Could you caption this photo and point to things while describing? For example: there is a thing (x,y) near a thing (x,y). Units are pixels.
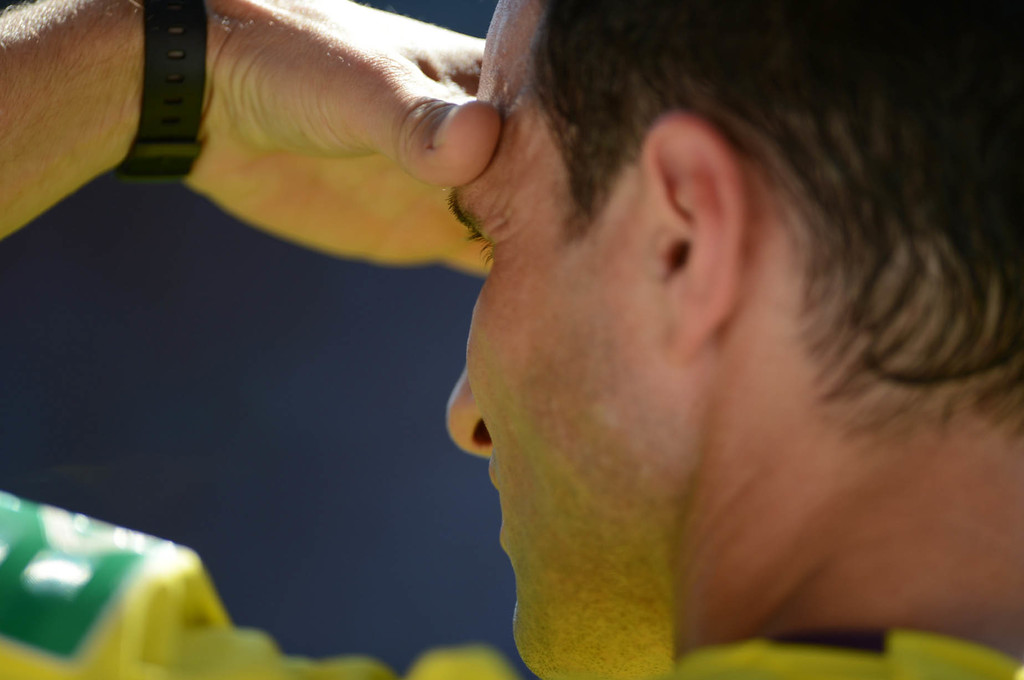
In the front of the image (890,577) I can see a person (772,670). In the background of the image (246,270) it is in navy blue color. Person (716,417) wore a wrist watch (176,101).
